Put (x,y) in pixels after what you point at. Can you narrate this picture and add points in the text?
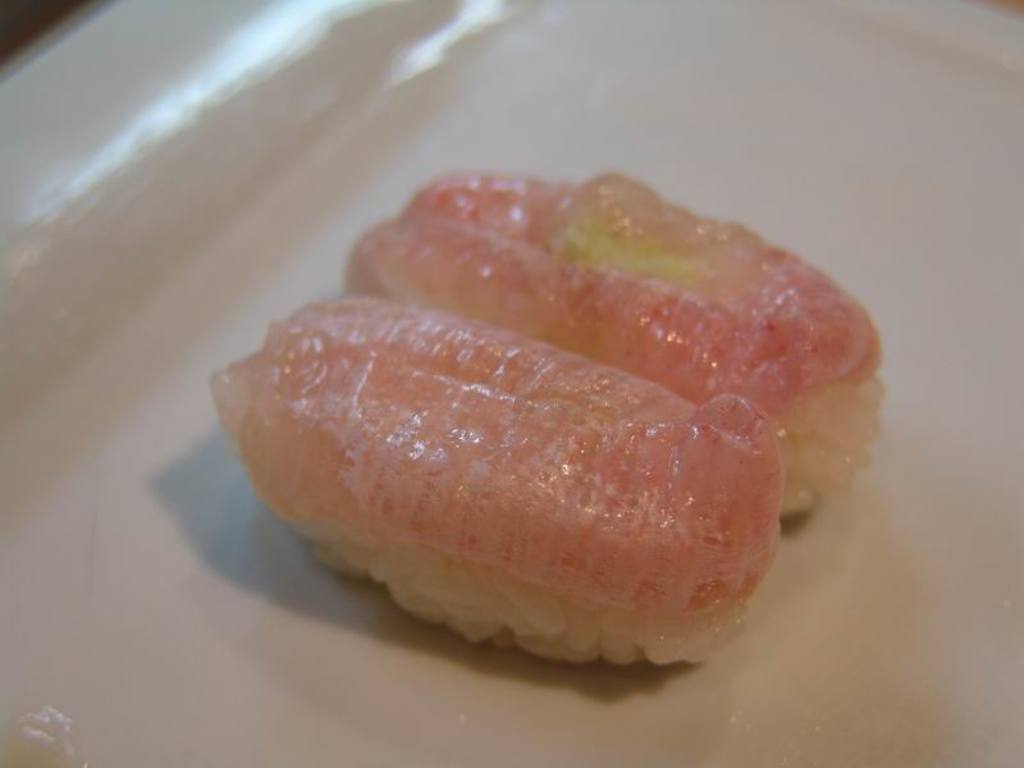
In the picture I can see the food items (678,311) on the plate (595,168).
